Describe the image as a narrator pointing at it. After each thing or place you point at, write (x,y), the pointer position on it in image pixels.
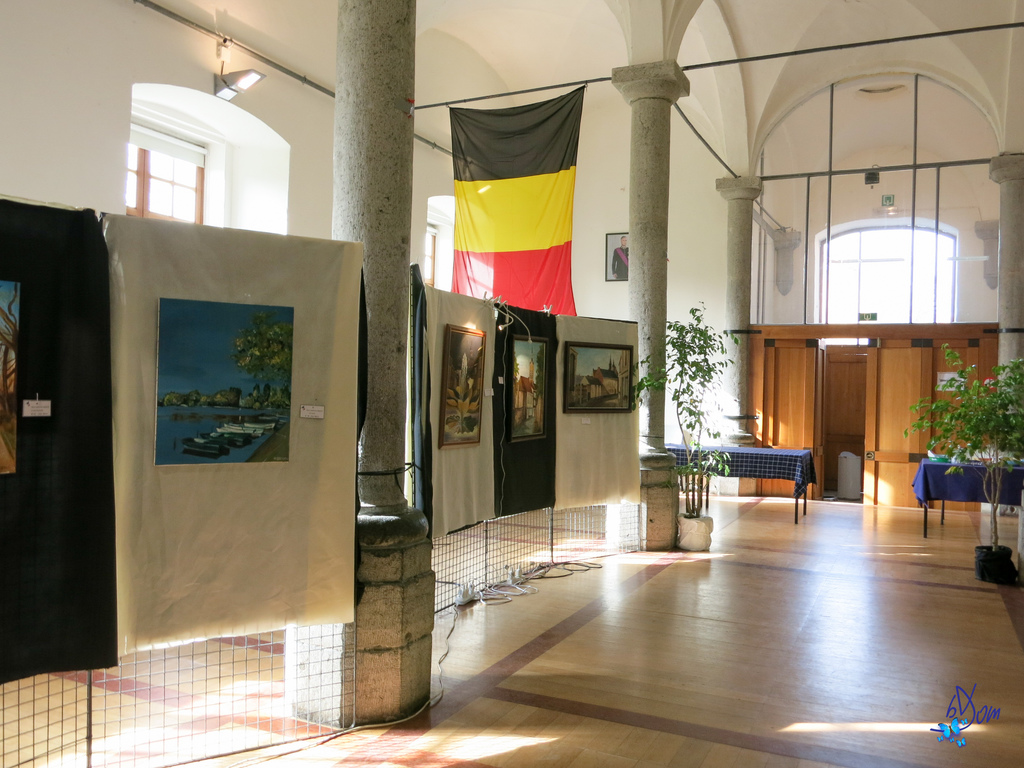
In this image, we can see grills (444,563), banners (321,536). Here we can see some paintings (453,397), walls (209,120), doors (796,420), plants (962,401), with pots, pillars (668,501), tables (809,468) with cloth (806,483), windows (910,253), rods (936,268). At the bottom (758,553), there is a floor (683,644). Right side (973,703) bottom, we can see a watermark (972,716).
